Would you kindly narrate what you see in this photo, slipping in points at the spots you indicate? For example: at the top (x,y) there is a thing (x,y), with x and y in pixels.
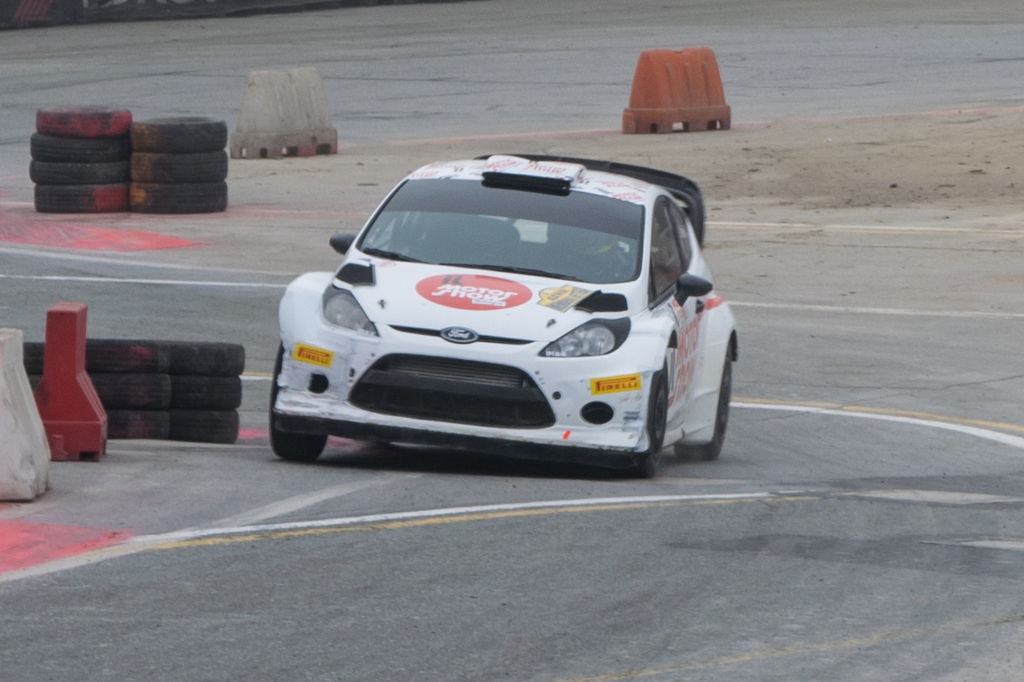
In this image in the center (457,271) there is one car (511,286) and on the left side (118,196) there are some tires (105,389) and barricades (73,374). In the background (667,118) there are two barricades (656,125) and sand (294,182), at the bottom (210,523) there is a road (121,609).
